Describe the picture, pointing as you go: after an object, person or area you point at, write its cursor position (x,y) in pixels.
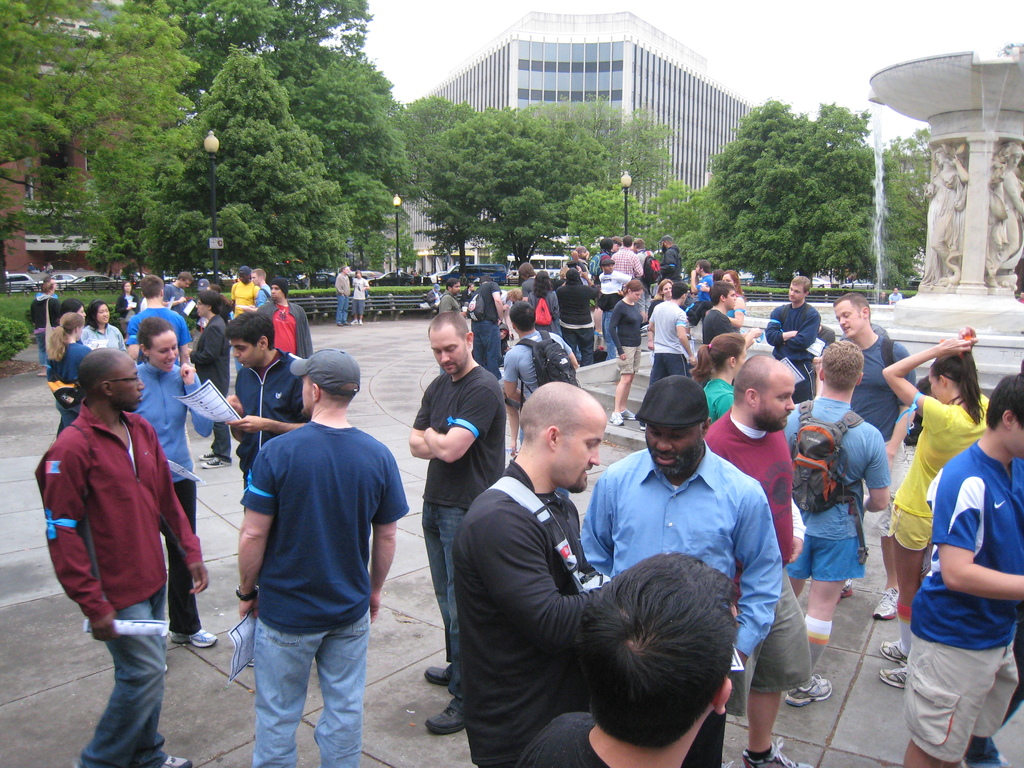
This is an outside view. Here I can see a crowd of people (346,436) standing on the ground (347,335). On the right side (942,187) there is a fountain (947,325). On the left side (325,272) there are many vehicles (447,278) and poles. In the background (440,159) there are many trees (574,109) and a building (580,97). At the top of the image (784,15) I can see the sky (866,20).
